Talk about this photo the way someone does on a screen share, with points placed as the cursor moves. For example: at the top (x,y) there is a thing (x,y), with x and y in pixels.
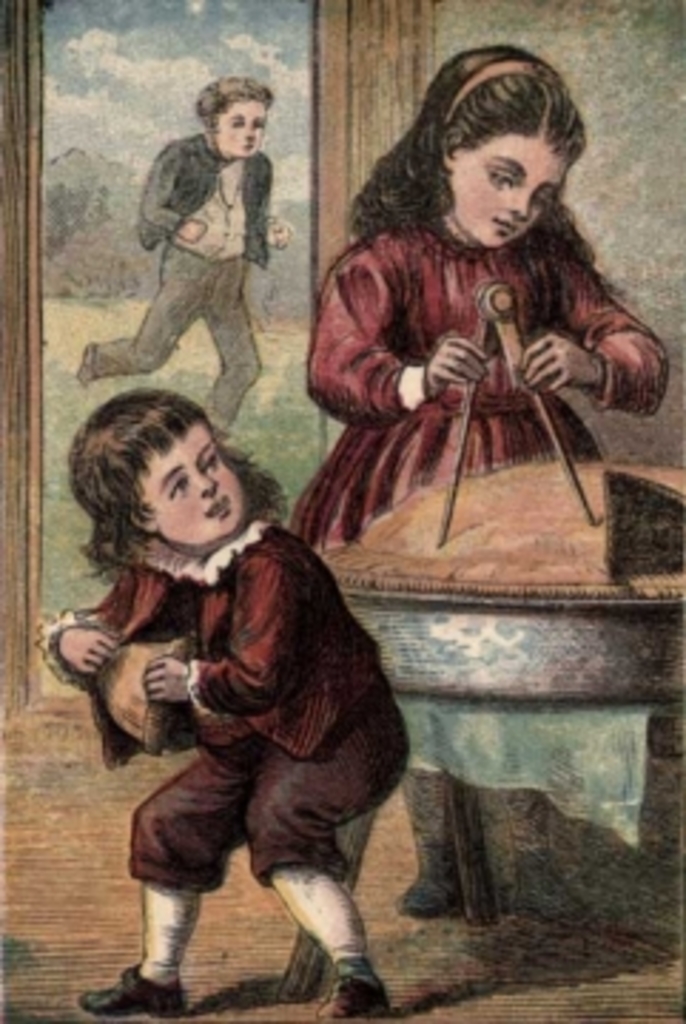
In the picture we can see a painting (582,771) of two children (229,718) one girl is standing near the table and holding a compass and one boy (214,840) is bending and behind them we can see an open doorway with a boy (188,310) running.
